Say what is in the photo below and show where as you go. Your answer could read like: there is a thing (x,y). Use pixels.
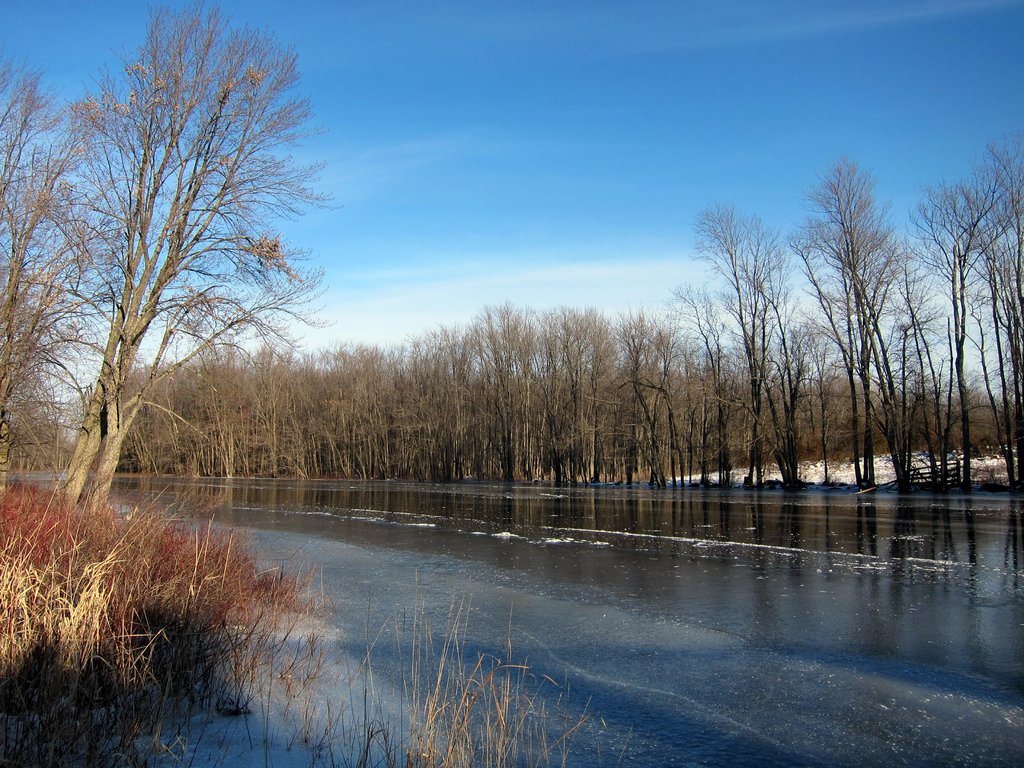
In this image we can see the water (465,534). And we can see the dried trees (123,457) and grass (146,558). And we can see the clouds (437,271) in the sky (577,237).
